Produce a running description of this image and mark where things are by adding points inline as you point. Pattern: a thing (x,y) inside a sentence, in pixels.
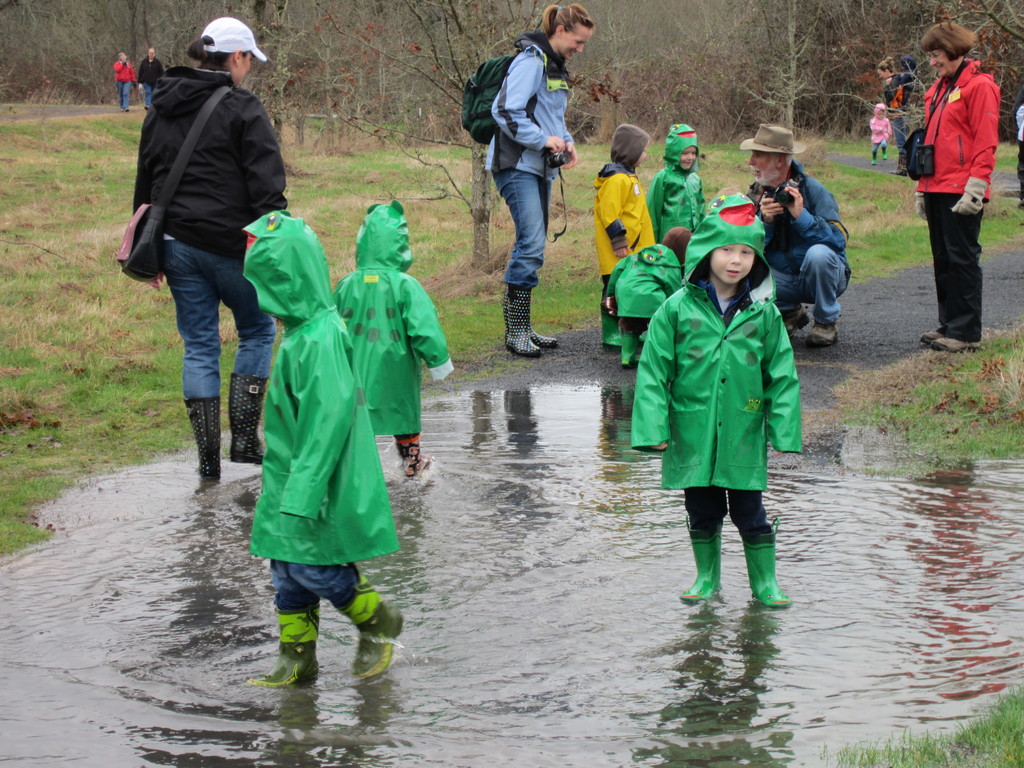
In this image I can see the group of people (549,197). These people (386,348) are wearing the different color dresses (636,186) and I can see few people (313,392) with green color coats (670,331). I can see few people (698,299) are on the water (645,673). In the back (602,99) there are many dried trees (619,72).
